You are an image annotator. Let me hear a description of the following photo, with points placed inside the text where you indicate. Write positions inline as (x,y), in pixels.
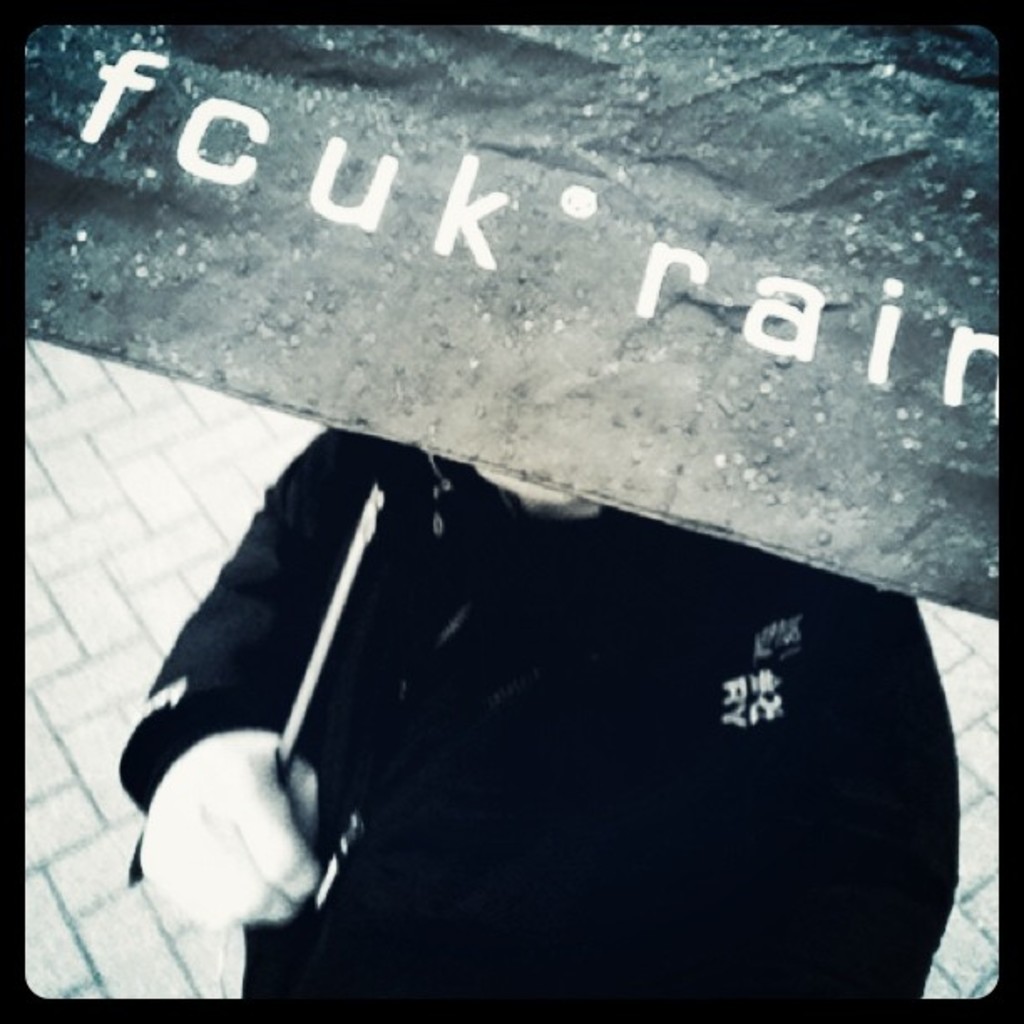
This is a black and white image in which we can see a person (727,843) holding an umbrella (486,272) with some text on it. At the bottom of the image (123,949) there is floor (123,960).
